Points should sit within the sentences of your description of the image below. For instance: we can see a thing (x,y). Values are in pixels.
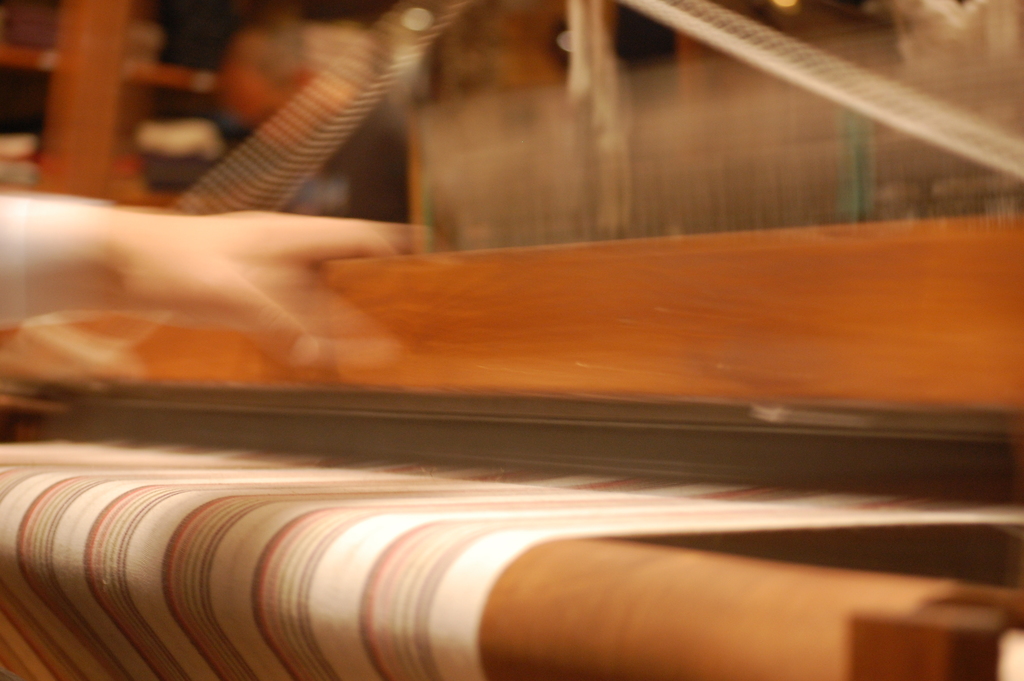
In this image we can see a weaving machine (614,286) with a cloth (361,530). Also we can see hand (107,289) of a person (126,294). And the image is looking blur.
